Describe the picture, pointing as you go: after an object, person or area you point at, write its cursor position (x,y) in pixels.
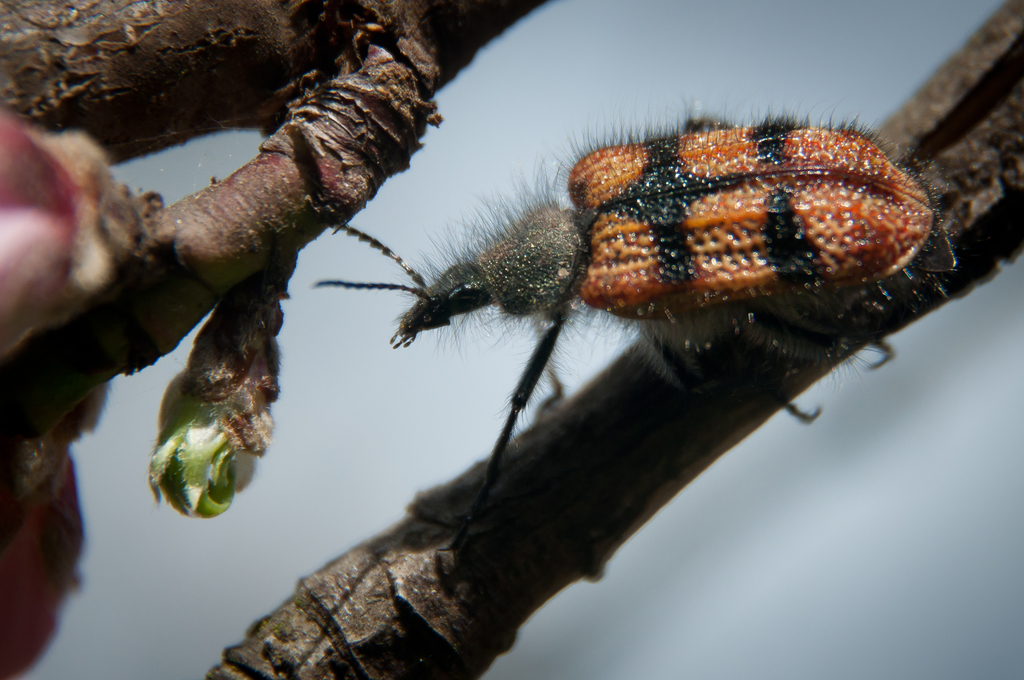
In this picture we can see branches (513,479) of a plant (288,250), there is an insect (657,249) in the middle (544,250), on the left side (217,459) we can see a bud (193,418).
